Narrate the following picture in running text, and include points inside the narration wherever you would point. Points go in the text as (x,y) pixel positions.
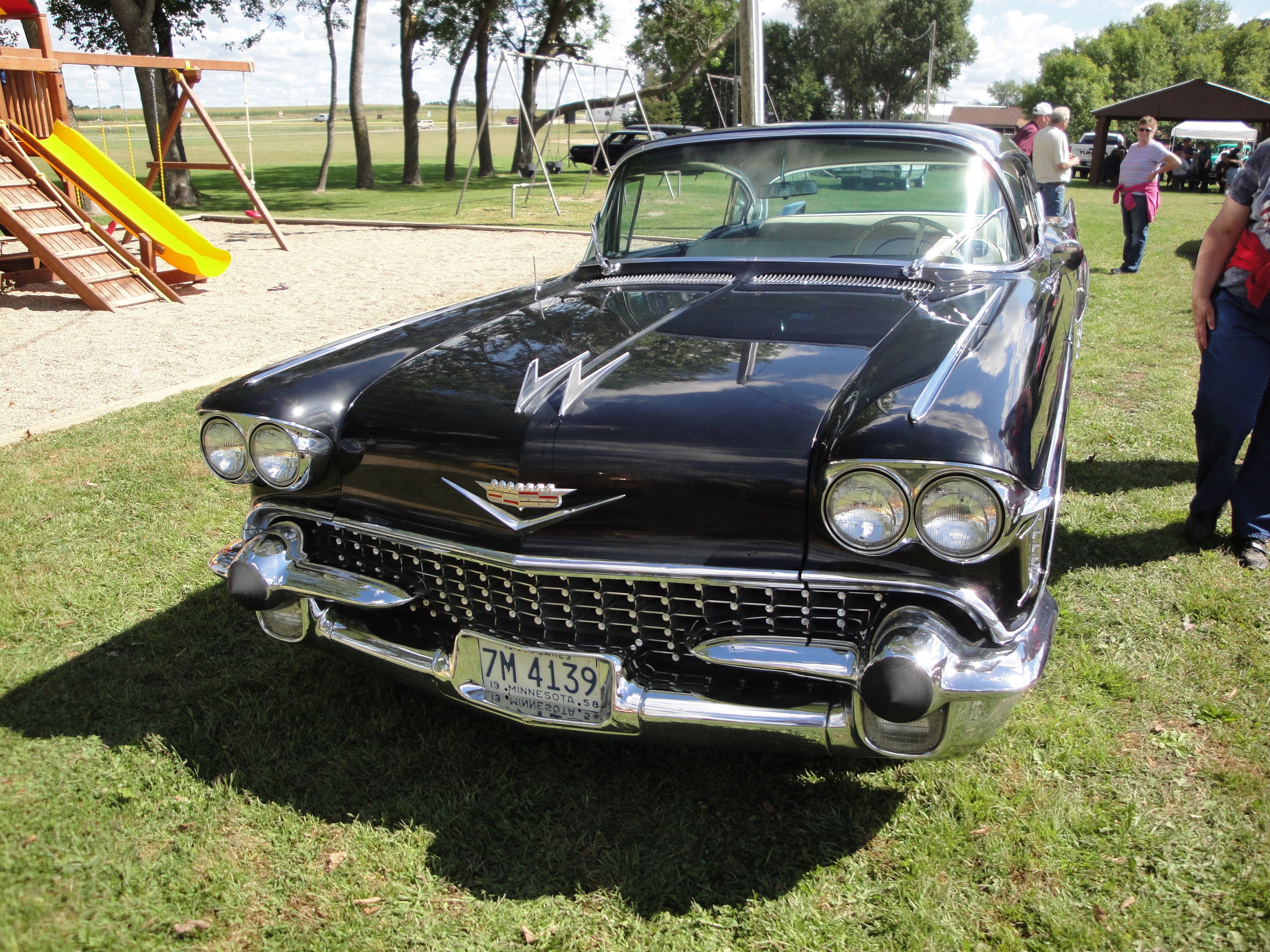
In the center of the image (443,347) there is a black color car (1051,492). At the bottom of the image (624,866) there is grass (825,930). To the right side of the image (1177,159) there are people (1162,144) standing. In the background of the image (945,48) there are trees (356,64).
